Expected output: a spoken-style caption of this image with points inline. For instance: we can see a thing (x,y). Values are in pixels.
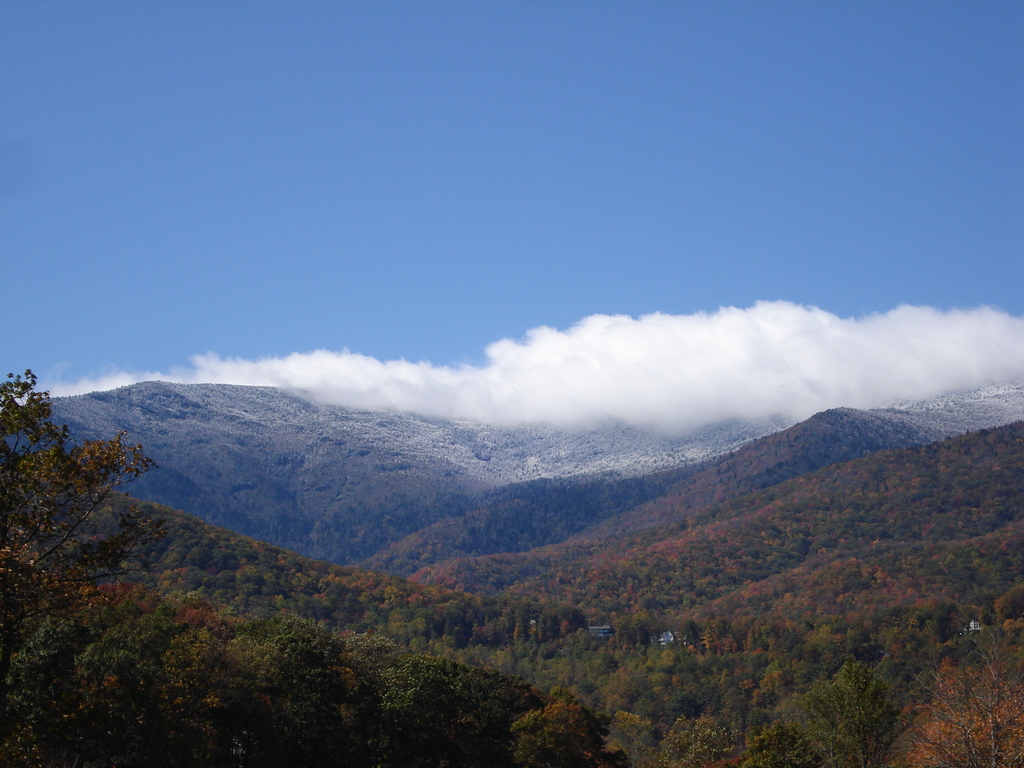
In this picture we can see a few plants (415,612) and houses (593,629). There are a few mountains (575,442) visible in the background (123,409). Sky (922,277) is blue in color and cloudy.
